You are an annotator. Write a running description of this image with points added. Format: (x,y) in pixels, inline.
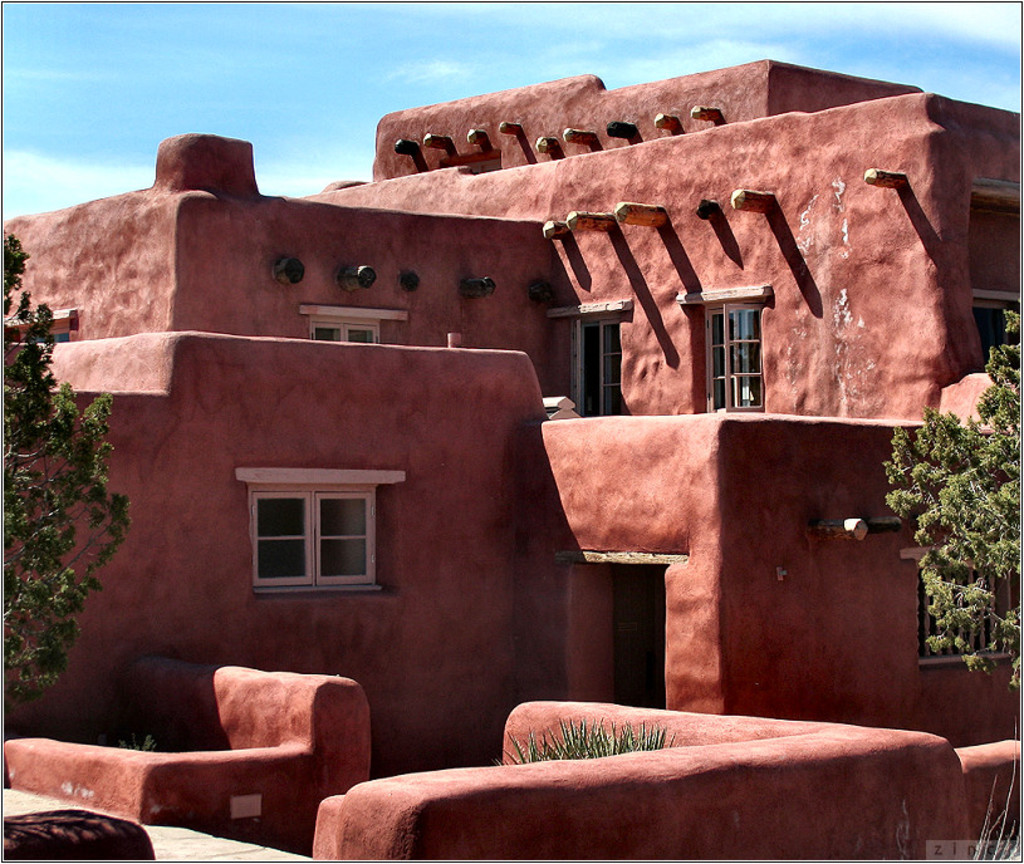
In this picture I can see the house (390,609). In the center (360,568) I can see the windows (261,517). On the right (975,447) and left side (79,467) I can see the trees (967,496). At the bottom (664,738) there is a plant (638,730) which is placed near to the wall (624,806). At the top (268,74) I can see the sky (198,56) and clouds (627,27).
